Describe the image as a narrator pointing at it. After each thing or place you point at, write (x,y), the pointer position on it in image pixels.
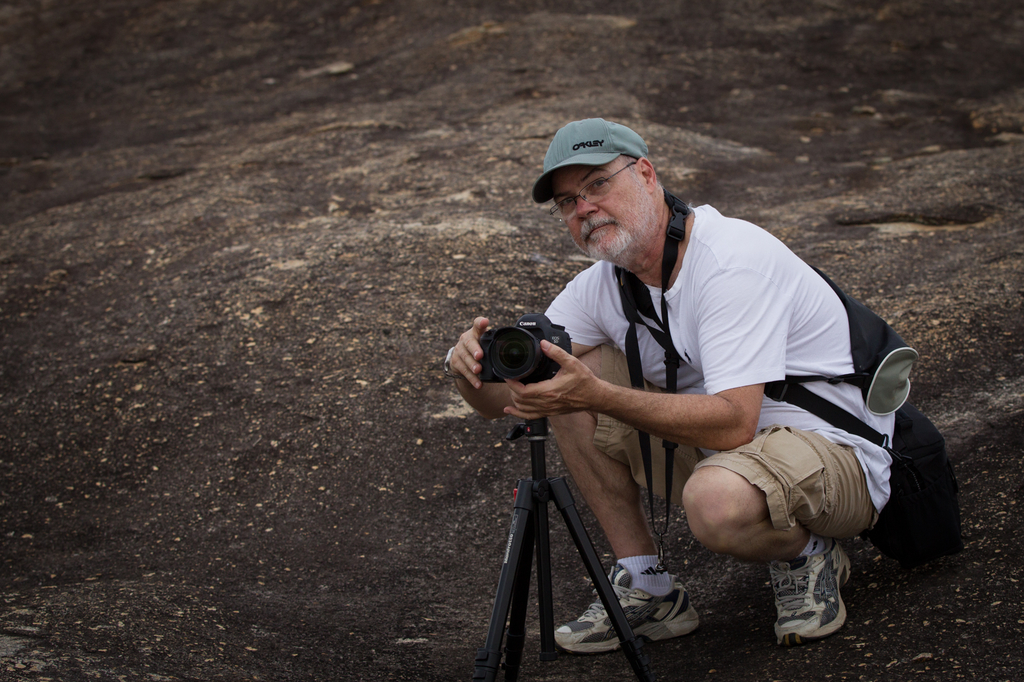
There is a old man (821,387) in a squatting position on a rock (913,572). He is wearing a cap (603,135), spectacles (602,187), shoes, a white T shirt (696,375) and a cream short (803,458). He is holding a camera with a tripod (552,488) and he is also wearing a bag (931,548).
